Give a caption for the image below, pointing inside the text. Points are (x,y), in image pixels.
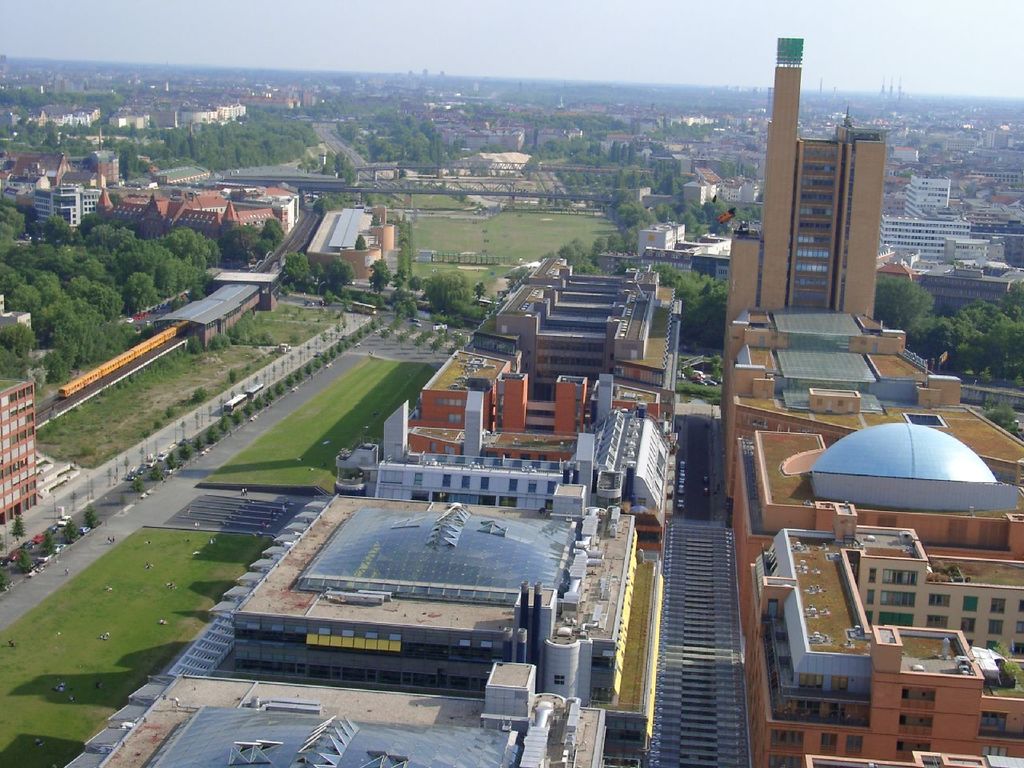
In the image we can see some buildings (517,704) and trees (1005,323) and grass (258,444) and vehicles (162,459). At the top of the image (964,42) there is sky (962,79).
